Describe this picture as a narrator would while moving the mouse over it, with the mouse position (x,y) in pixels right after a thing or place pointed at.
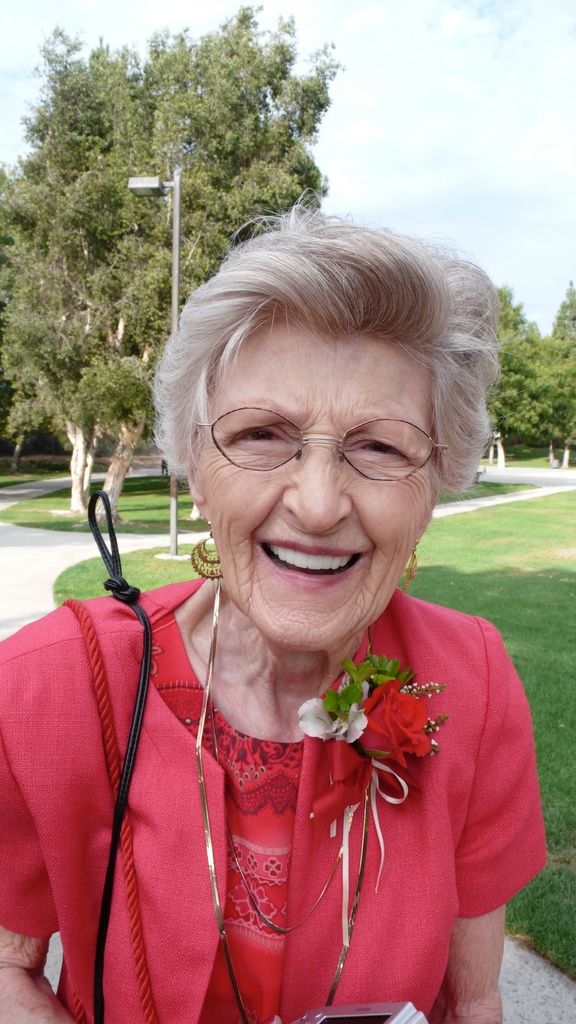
In this picture there is an old woman (323,655) who is wearing spectacle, red dress (271,798) and bag (79,1004). She is smiling. In the background (535,645) I can see many trees (8,409), plants (533,440) and grass (517,584). On the left (173,486) there is a light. At the top (436,104) I can see the sky (495,88) and clouds (497,103).
